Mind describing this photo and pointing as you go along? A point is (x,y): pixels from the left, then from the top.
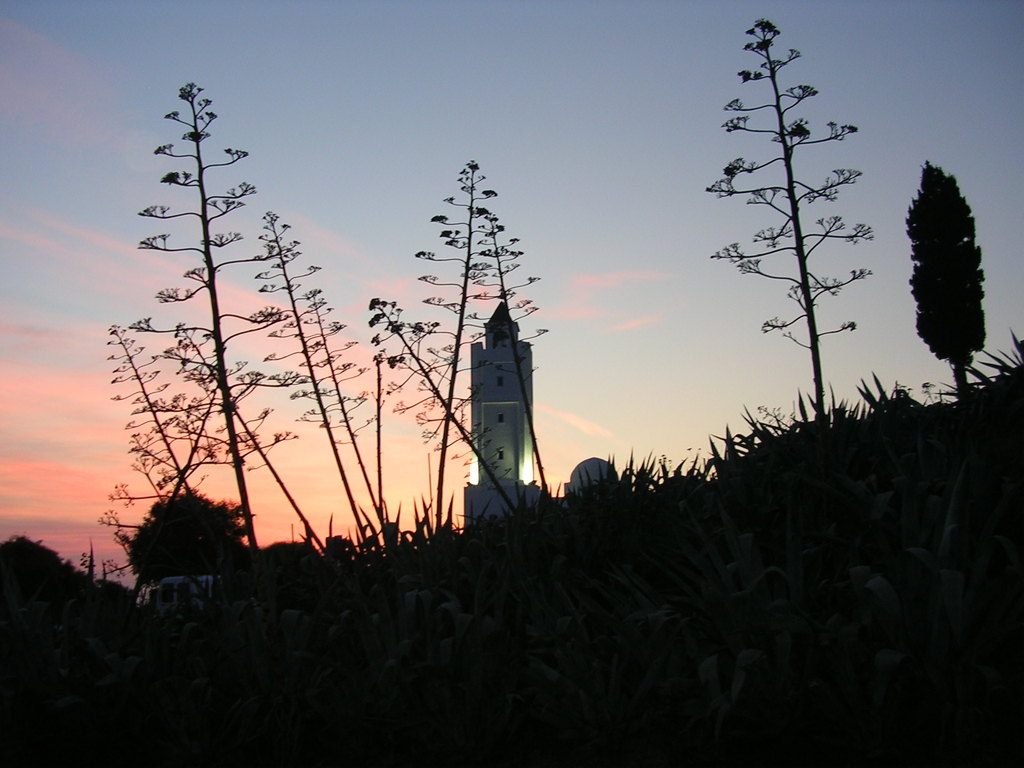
In this image we can see some grass (489,524), a few trees (502,289) and a building (511,429) and a sky (527,328) in the background (516,451).
